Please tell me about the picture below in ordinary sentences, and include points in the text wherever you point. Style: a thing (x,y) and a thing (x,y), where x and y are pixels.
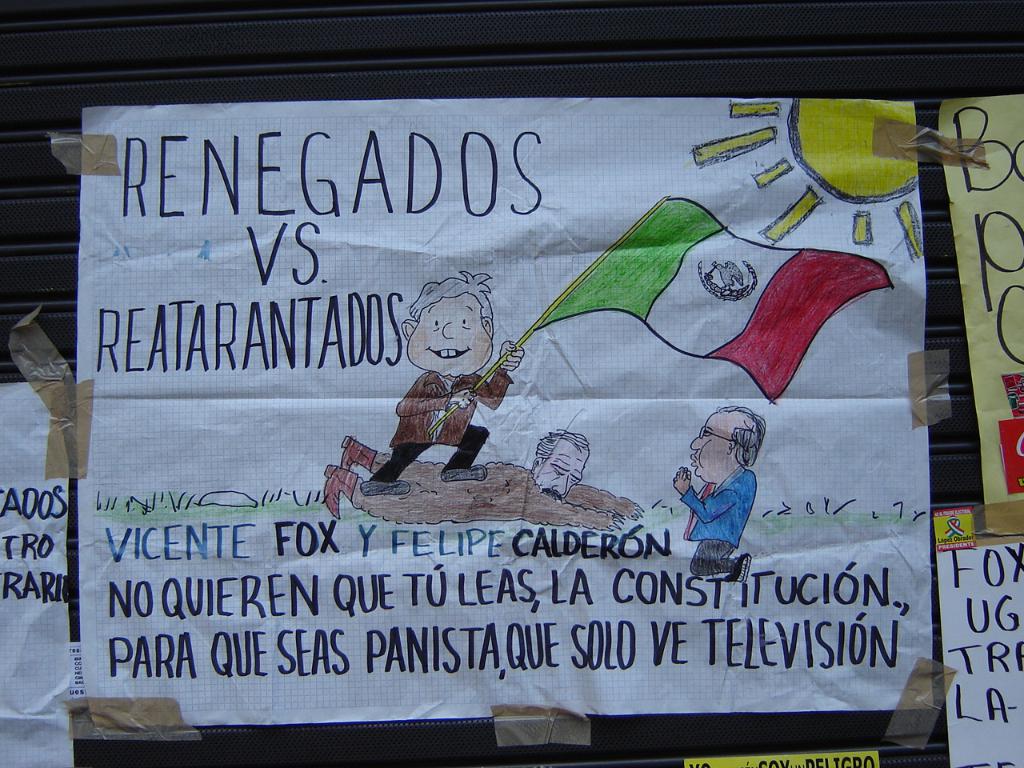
In this picture we can see some painted papers (648,350) are attached to something which looks like a shutter (54,324).
